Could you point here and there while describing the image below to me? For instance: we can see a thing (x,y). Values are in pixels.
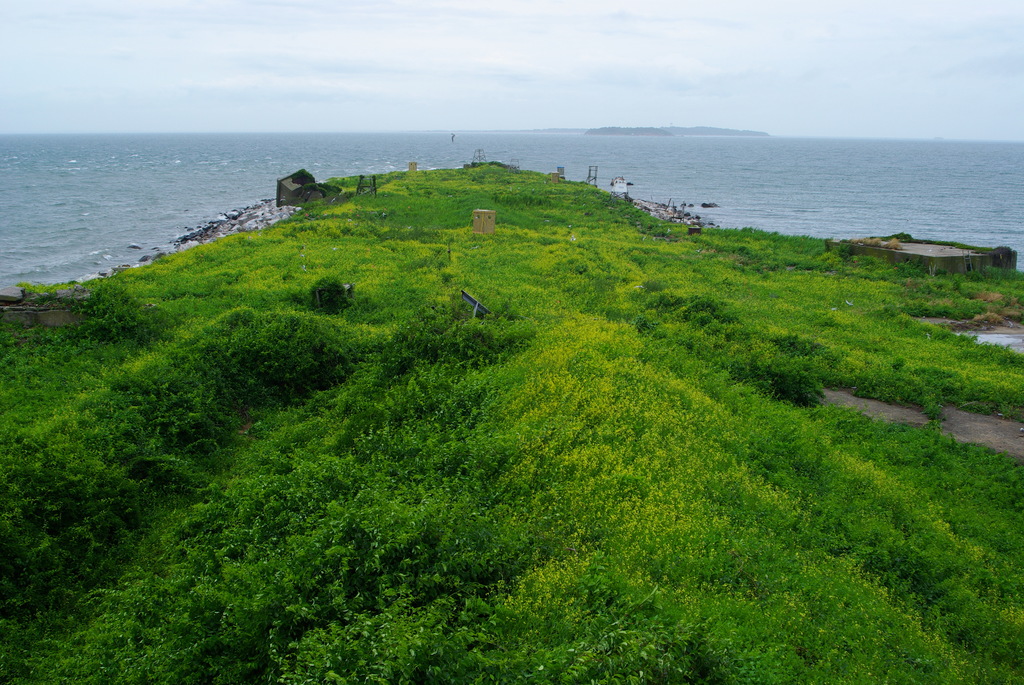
In this image we can see a land (310,341) with green grass (434,374), behind it ocean (247,159) is there and we can see sky (355,70) with clouds (342,96).
